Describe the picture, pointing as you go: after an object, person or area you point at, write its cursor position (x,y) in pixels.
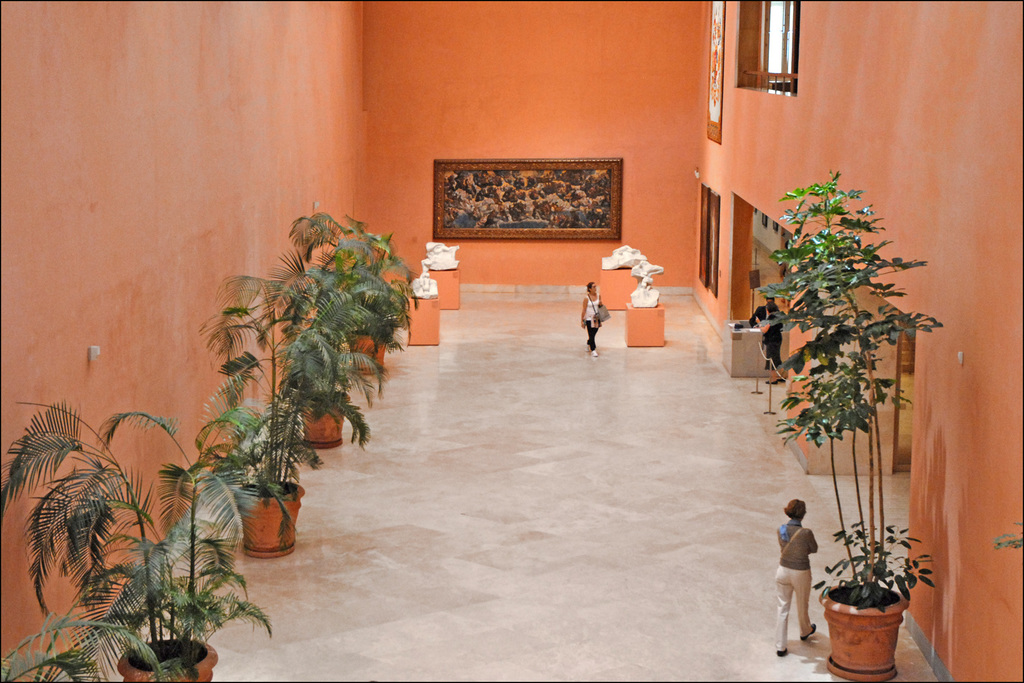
In this image we can see a few people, there are house plants (246,435), sculptures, photo frame (549,220) on the wall (786,150), also we can see the window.
